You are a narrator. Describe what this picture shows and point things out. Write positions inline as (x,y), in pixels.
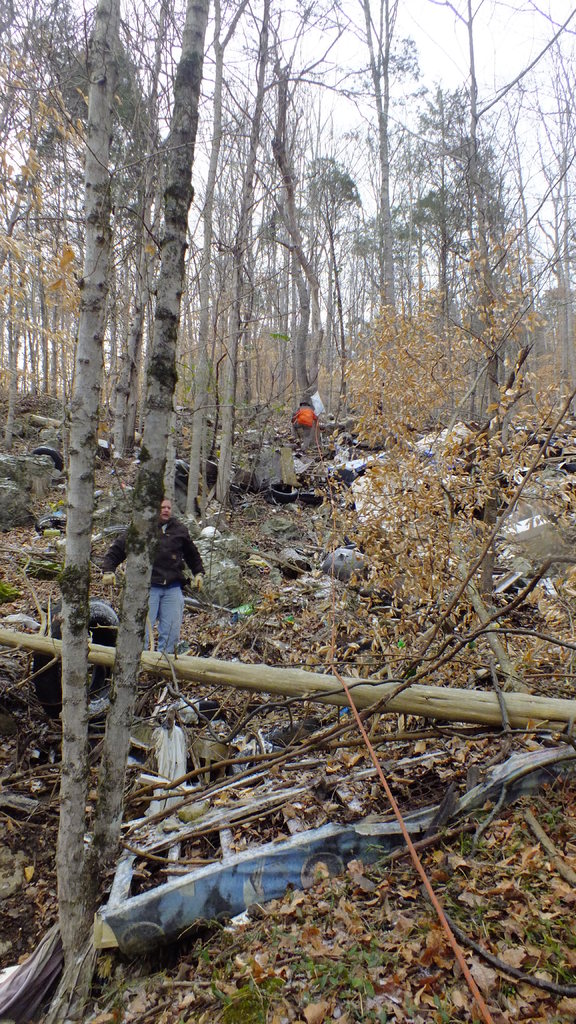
In this picture there is a view of the forest (192,673). In the front (169,567) there is a man (169,567) wearing black color jacket (164,579), standing and giving a pose. In the front (147,858) bottom side there are some dry trees (544,699). Behind there is a tall trees (289,378).
